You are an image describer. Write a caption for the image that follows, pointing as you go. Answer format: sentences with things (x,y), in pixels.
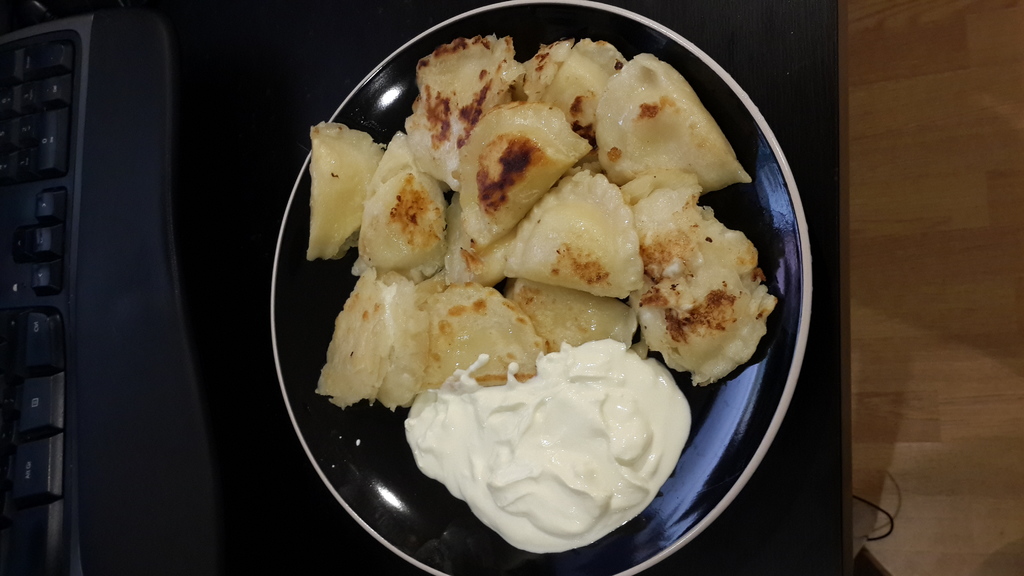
In this picture I can see the food item (536,273) in the plate (494,286). I can see keyboard (160,248) on the left side (89,258). I can see wooden table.
